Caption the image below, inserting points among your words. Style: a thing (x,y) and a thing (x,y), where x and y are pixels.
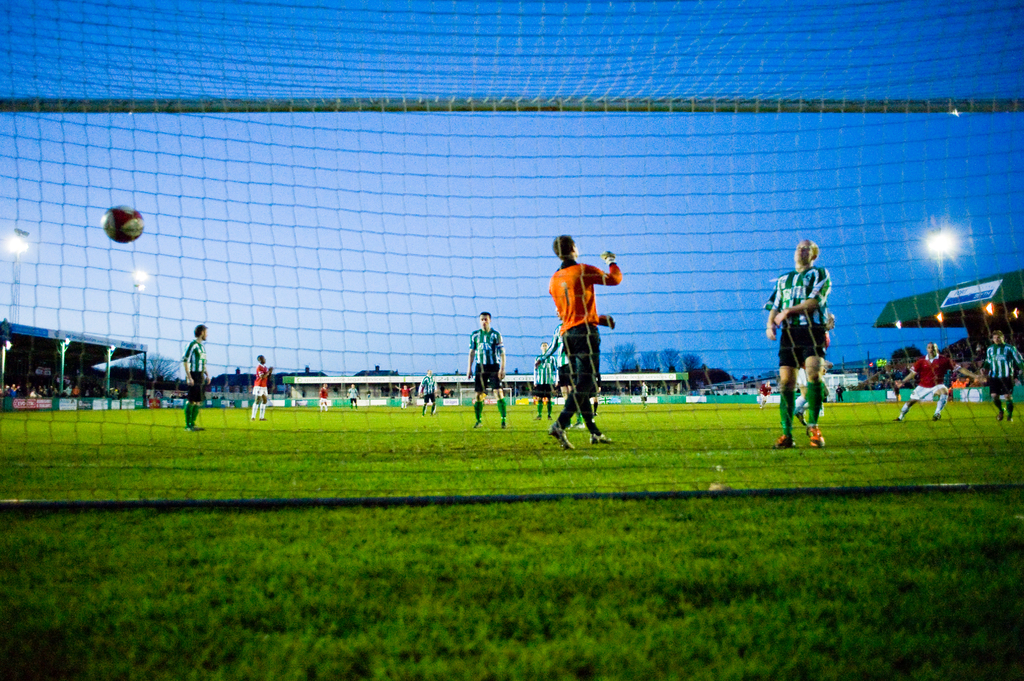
Here we can see few persons (805,421) are playing on the ground (468,428). This is grass (452,611). There is a ball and mesh (347,377). In the background (347,330) we can see boards (360,401), sheds (509,383), lights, trees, and sky (619,320).
